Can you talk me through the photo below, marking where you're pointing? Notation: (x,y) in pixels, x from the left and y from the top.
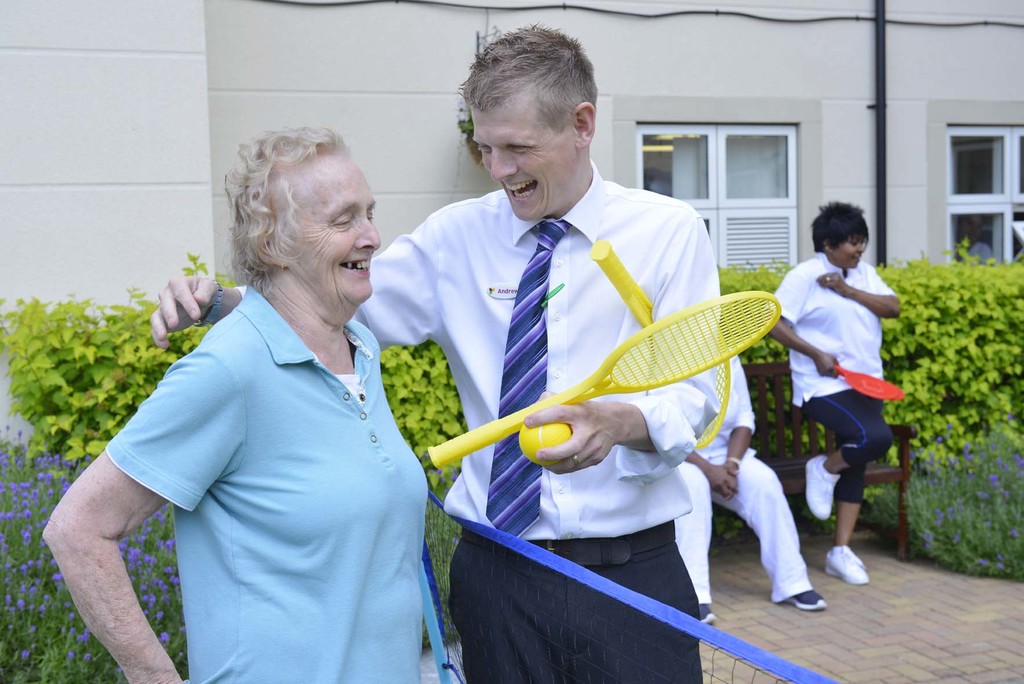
In this image I can see on the left side (327,539) there is a woman (351,488) she is laughing, in the middle (430,255) a man (515,334) is holding the tennis bats (593,381). On the right side (795,392) there is a girl (818,379), she is standing beside her there is a bench chair (774,429), a person (715,454) is sitting on it. Behind them there are bushes (958,302), in the background (401,176) there is the wall (389,185).
